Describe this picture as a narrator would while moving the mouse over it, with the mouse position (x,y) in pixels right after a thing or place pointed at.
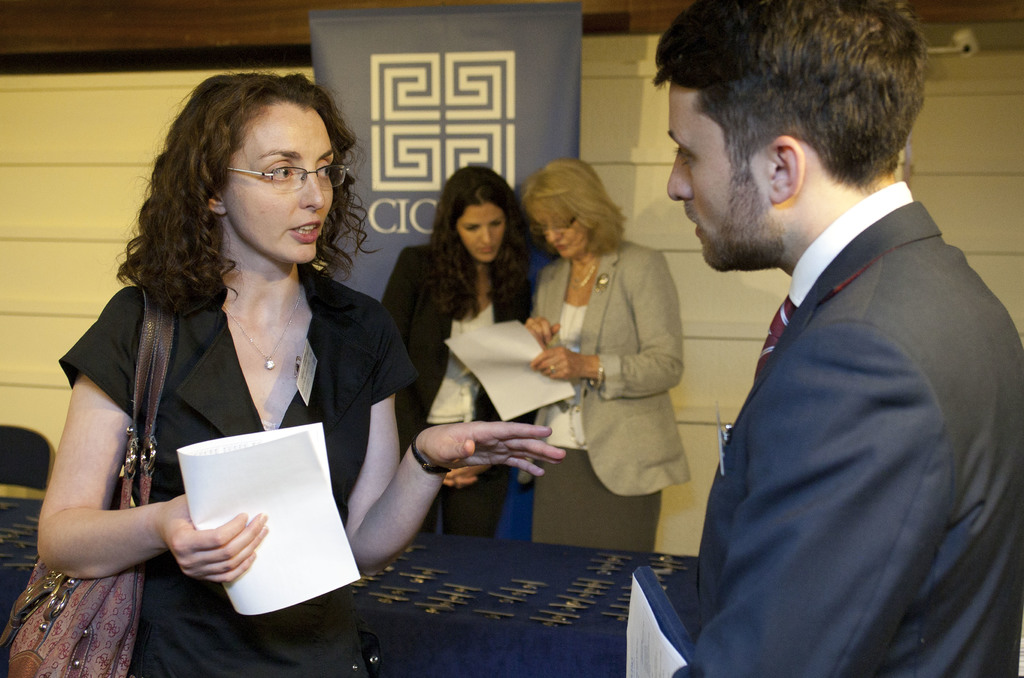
In this image I can see on the left side (317,224) a beautiful girl (377,460) is talking. She wore black color dress (207,589), on the right side (908,524) a man (913,555) is standing and listening to her, he wore coat (842,485), tie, shirt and in the middle (655,357) 2 women (499,318) are looking at the papers (504,377) behind them there is the wall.
